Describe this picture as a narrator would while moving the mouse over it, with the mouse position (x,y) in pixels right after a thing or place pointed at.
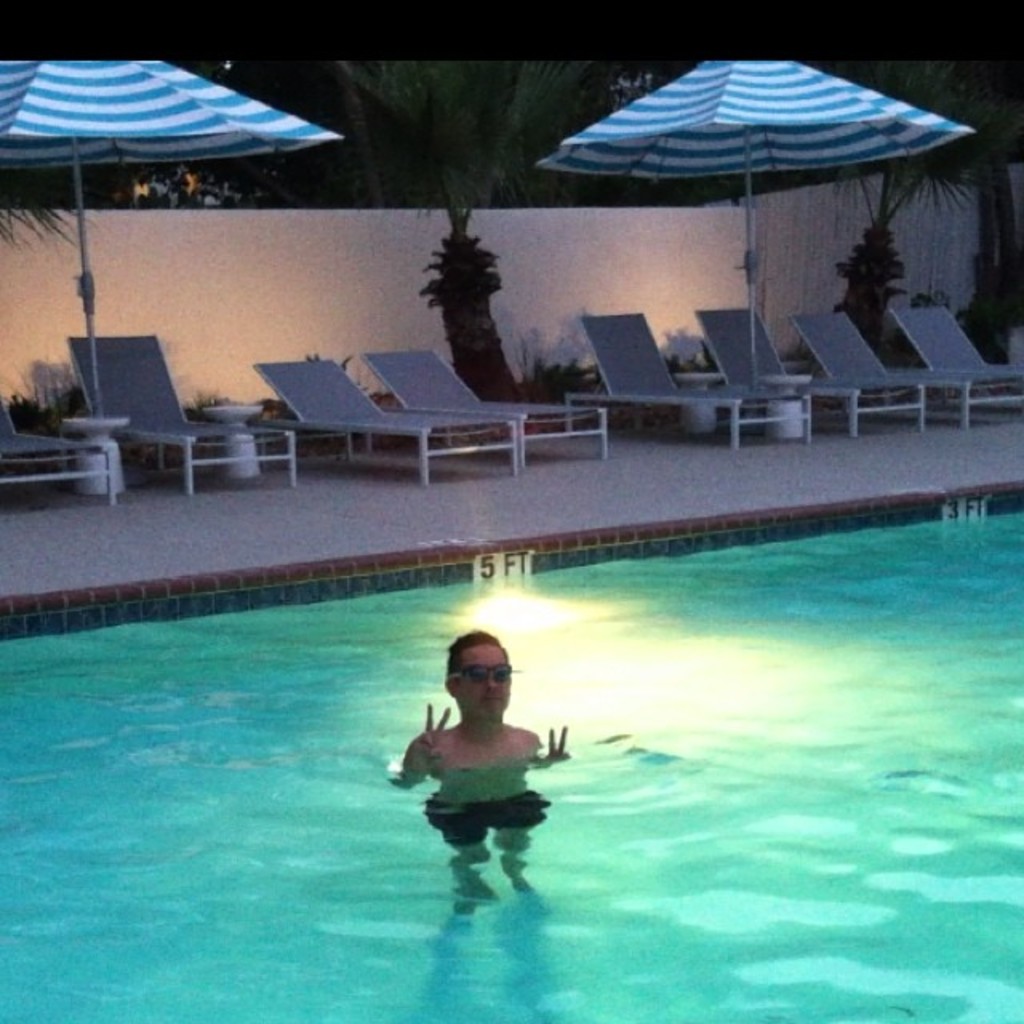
In this image there is person (470,721) inside a water body (141,823). This is a swimming pool (600,584). In the background (5,480) there are pool chairs (409,402), umbrella (100,145), plants (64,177), trees (512,170) and boundary (322,249) is there.
